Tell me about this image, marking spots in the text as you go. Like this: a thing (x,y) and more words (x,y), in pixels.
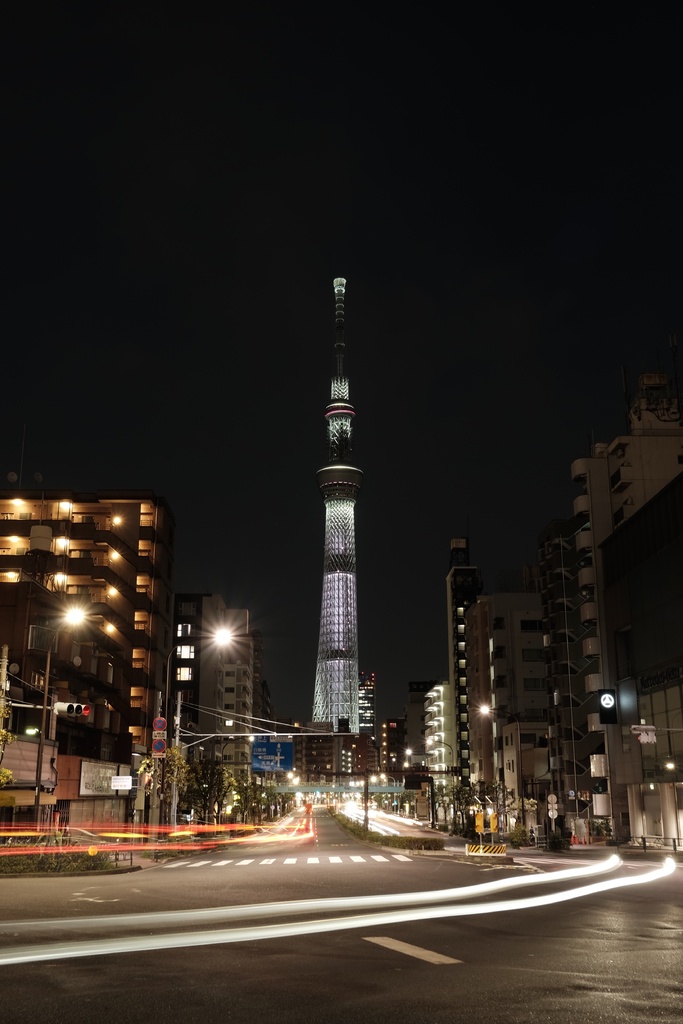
In this picture I can see buildings (539,652), there are poles (550,830), lights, there are trees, and there is dark background (425,426).
